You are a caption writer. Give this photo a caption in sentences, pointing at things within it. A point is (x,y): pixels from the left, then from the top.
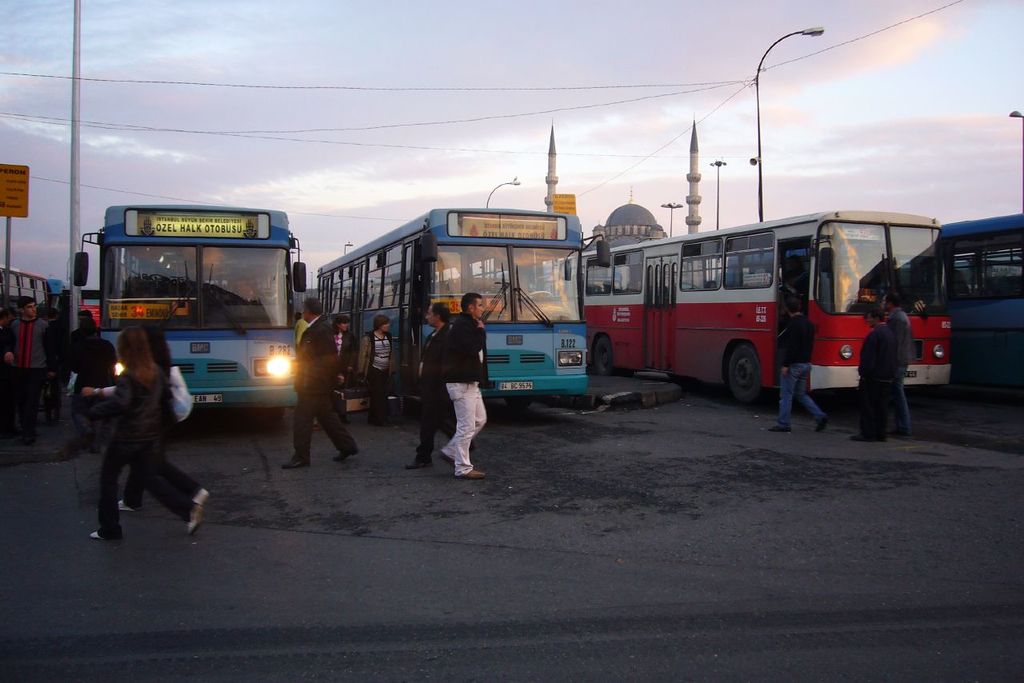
In this picture we can see some people (890,347), buses (946,267) on the road (579,491), light poles (507,183), building (699,179), boards (20,183), some objects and in the background (569,78) we can see the sky (555,100) with clouds (443,138).
